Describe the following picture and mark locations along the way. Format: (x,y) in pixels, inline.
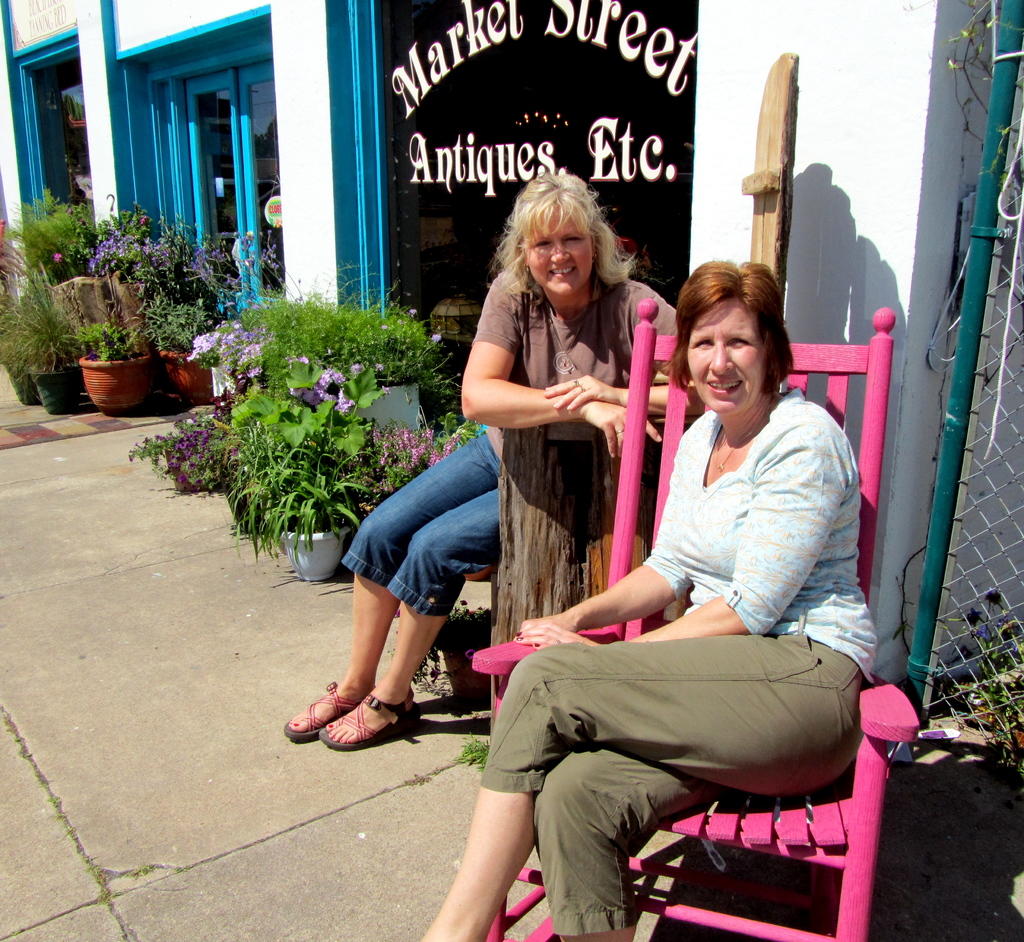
In a picture we can see two women (462,501) sitting on the chairs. One woman (842,631) is sitting on the chair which is pink in color. In the background (912,393) we can see some plants (240,356), flowers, windows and a board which is written"Market street antiques etc." And a white wall (902,221).
